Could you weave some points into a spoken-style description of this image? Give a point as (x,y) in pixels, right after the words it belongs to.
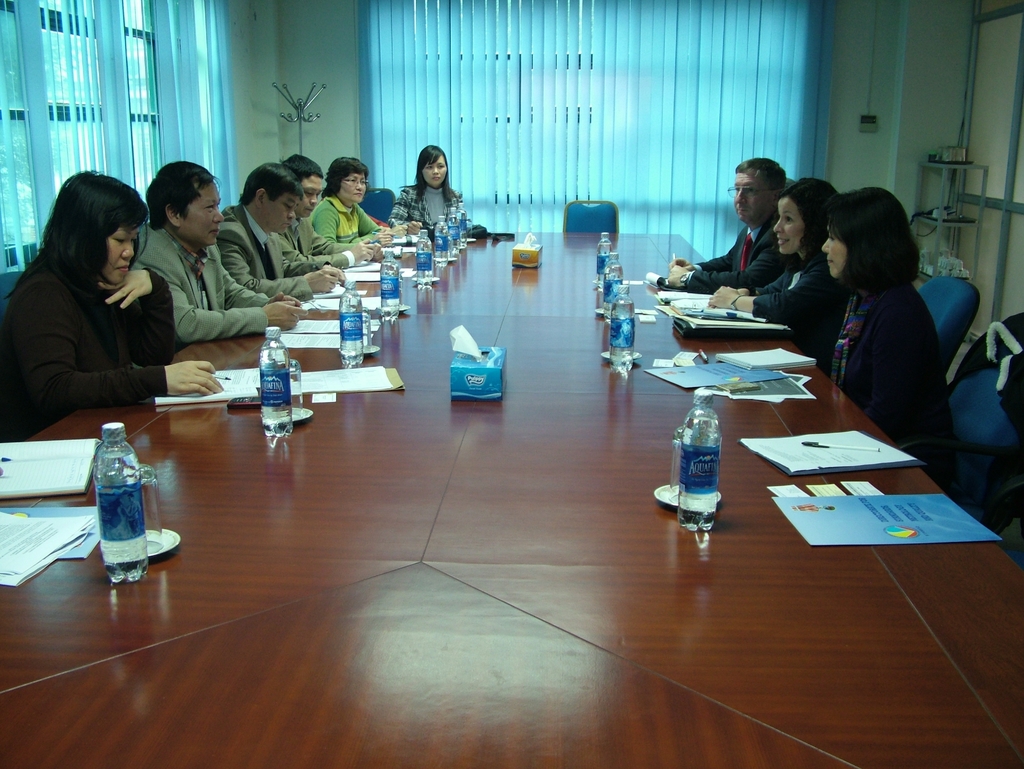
These people (61,362) are sitting on chairs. On this table (346,407) there are papers (58,525), tissue paper boxes (466,384), bottles (693,492), plates (662,487) and glasses (675,483). Few people (677,281) are holding pens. These are windows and window blinds (538,228). Corner of the room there is a rack (951,227) filled with objects (955,276).
